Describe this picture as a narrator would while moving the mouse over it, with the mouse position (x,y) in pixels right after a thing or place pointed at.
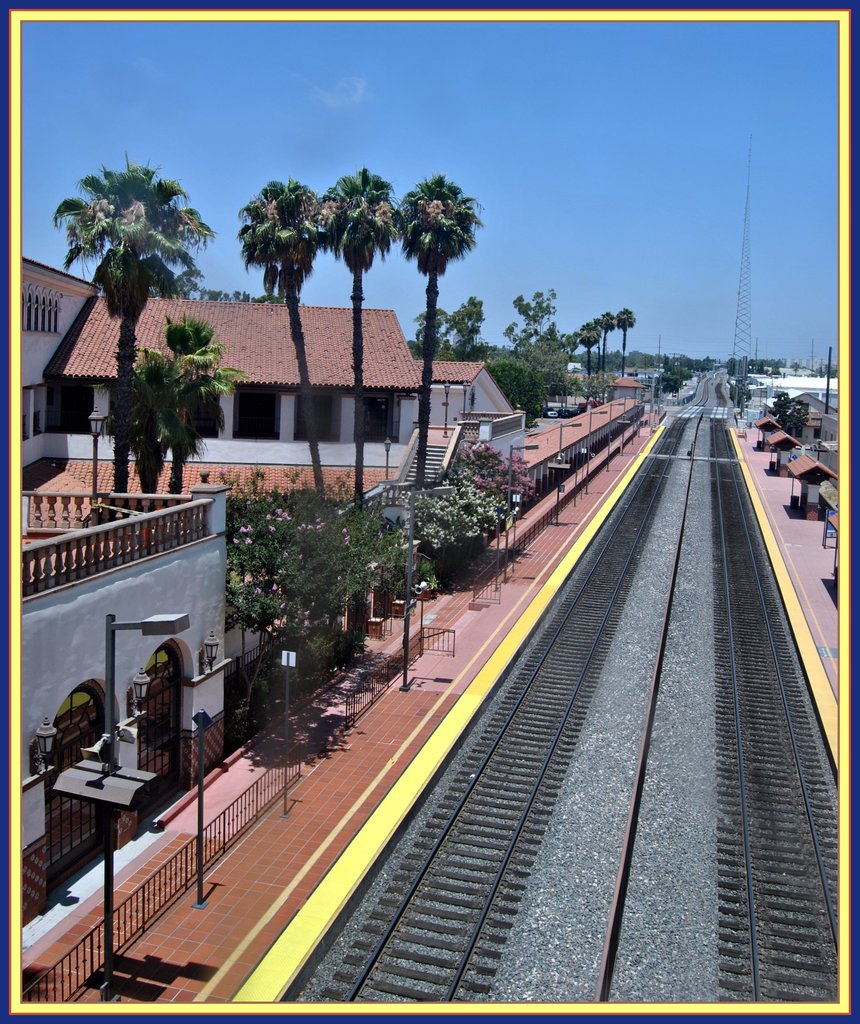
In the foreground of this image (480,603), there are railway tracks (591,687) to which trees (514,476), poles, shed (545,469), platform (593,490) are on the either side. In the background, there are buildings (754,398), trees (704,361), a tower (740,306) and the sky (440,114).
